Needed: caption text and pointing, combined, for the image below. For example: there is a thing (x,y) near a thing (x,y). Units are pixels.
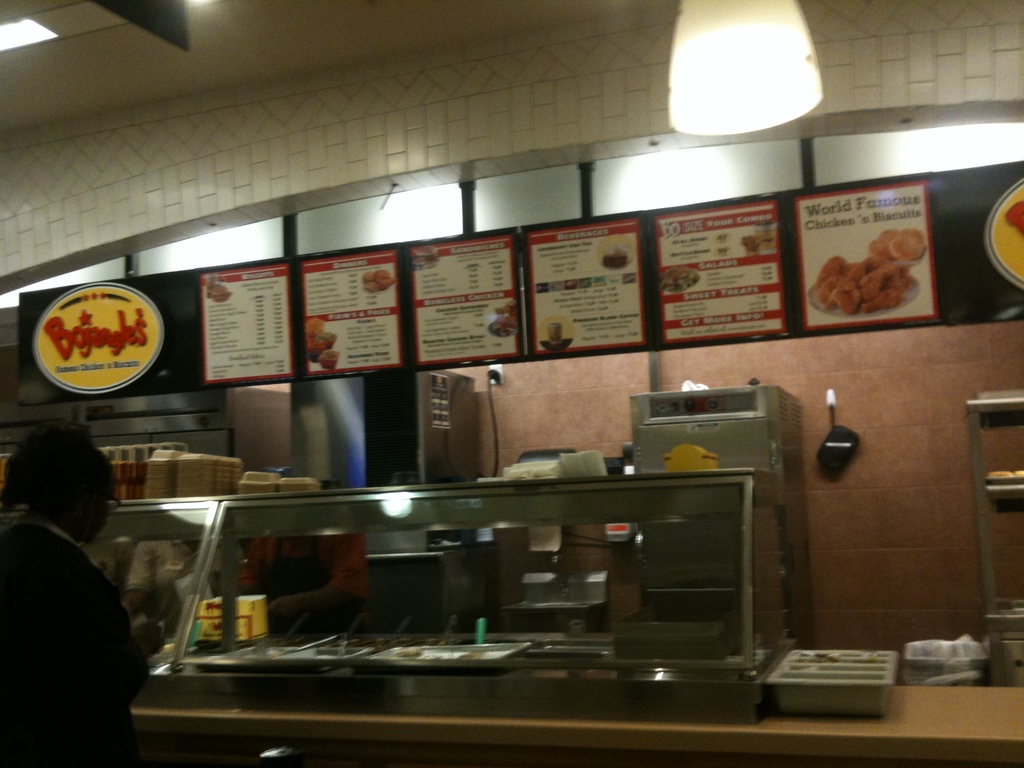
In this picture there is a table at the center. At the bottom left (83,546) there is a person (78,668). Before them is a glass (529,565) with some vessels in it. On top of the glass (371,625) there are some objects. Behind the glass (387,609) there is a person (312,596). Above the glass (323,609) there are boards (655,243) with some text (260,339). On the top (742,130) there is a wall (581,70) and a light (813,88).
